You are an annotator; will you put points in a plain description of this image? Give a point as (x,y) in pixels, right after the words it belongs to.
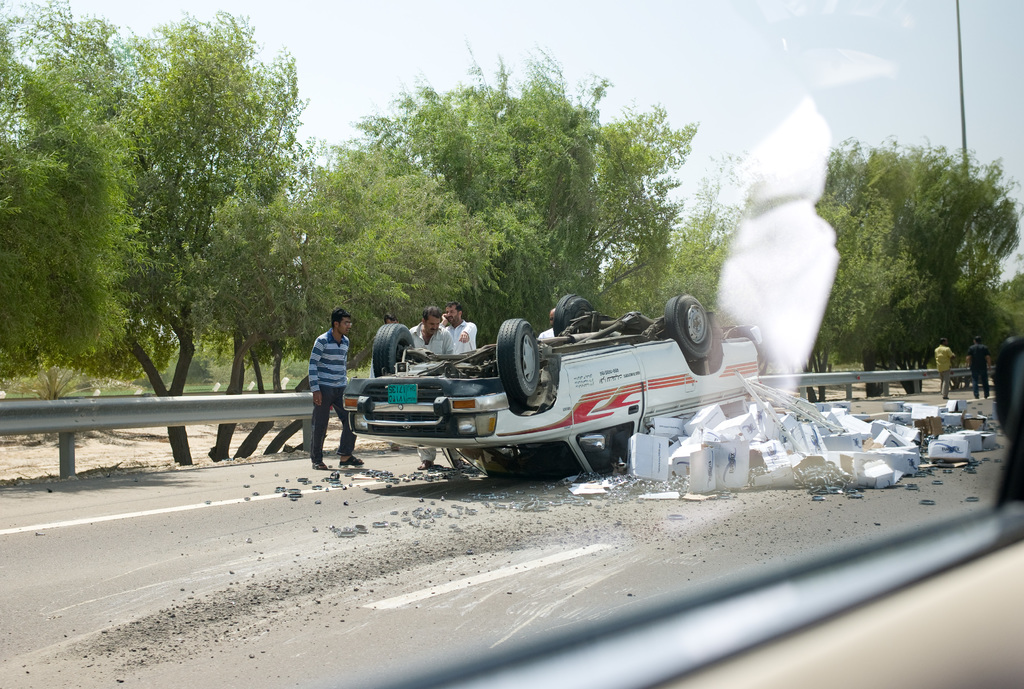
In this image we can see a car (578,435), some stones (517,508), some boxes (704,468) and a group of people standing on the road (362,488). We can also see a fence (122,419), a group of trees (227,370), a pole (961,128), some plants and the sky (822,103) which looks cloudy.
